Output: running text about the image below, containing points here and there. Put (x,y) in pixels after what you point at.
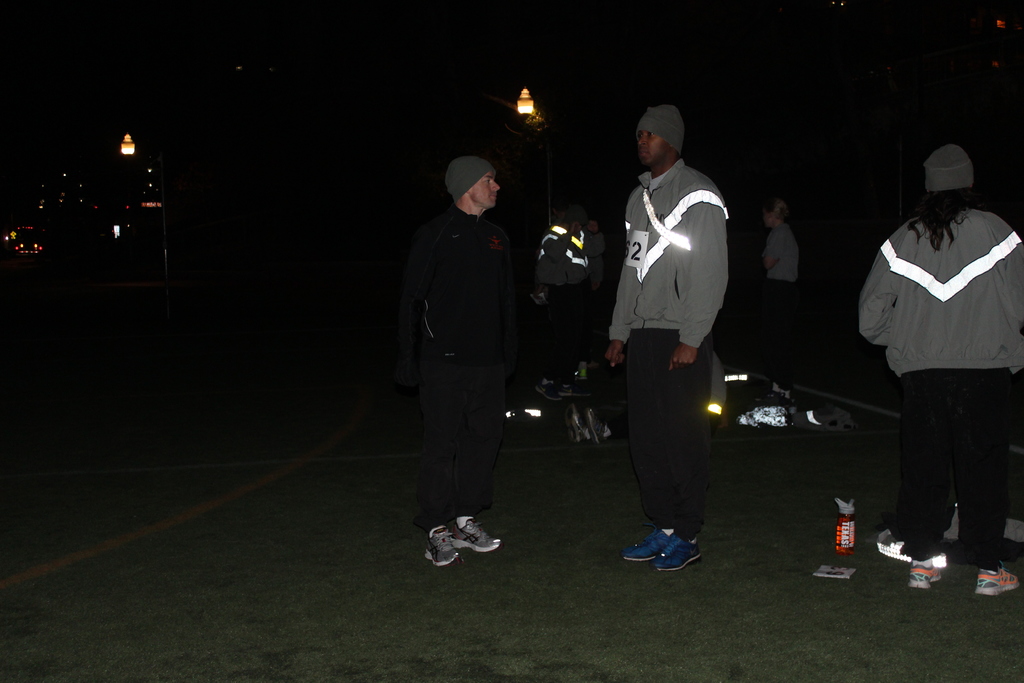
In this picture we can see a group of people (703,459) wore caps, shoes (1002,569) and standing on the ground (336,653), lights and some objects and in the background (150,53) it is dark.
